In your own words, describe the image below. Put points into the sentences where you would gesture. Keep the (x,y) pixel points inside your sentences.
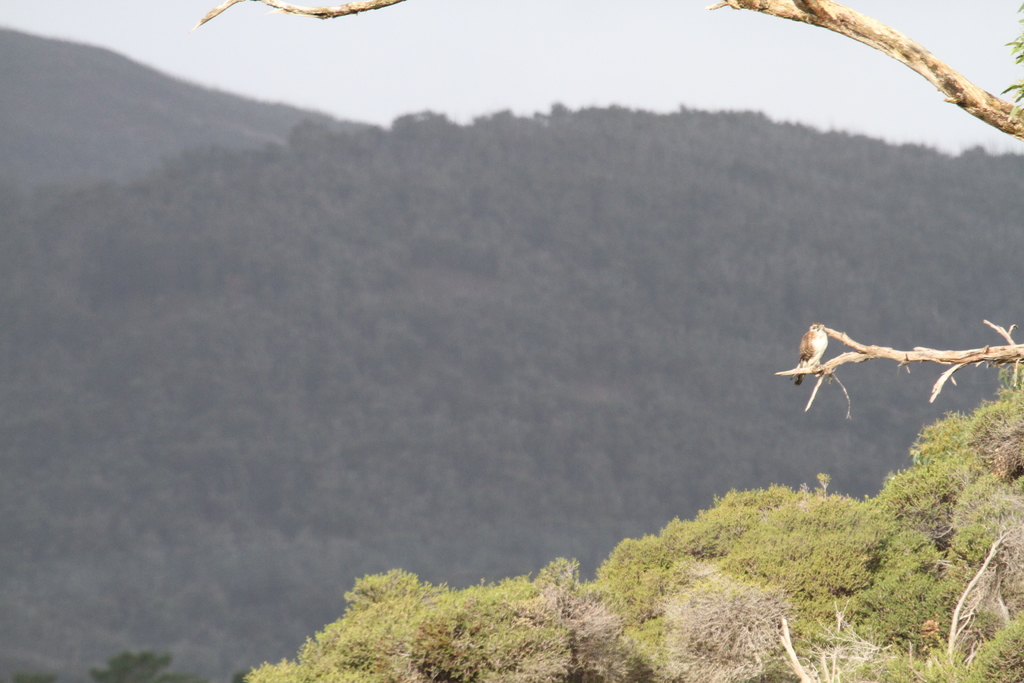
In this picture we can see a bird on a tree branch (863,359), mountains (505,128), grass (749,588) and in the background (391,72) we can see the sky (333,70).
